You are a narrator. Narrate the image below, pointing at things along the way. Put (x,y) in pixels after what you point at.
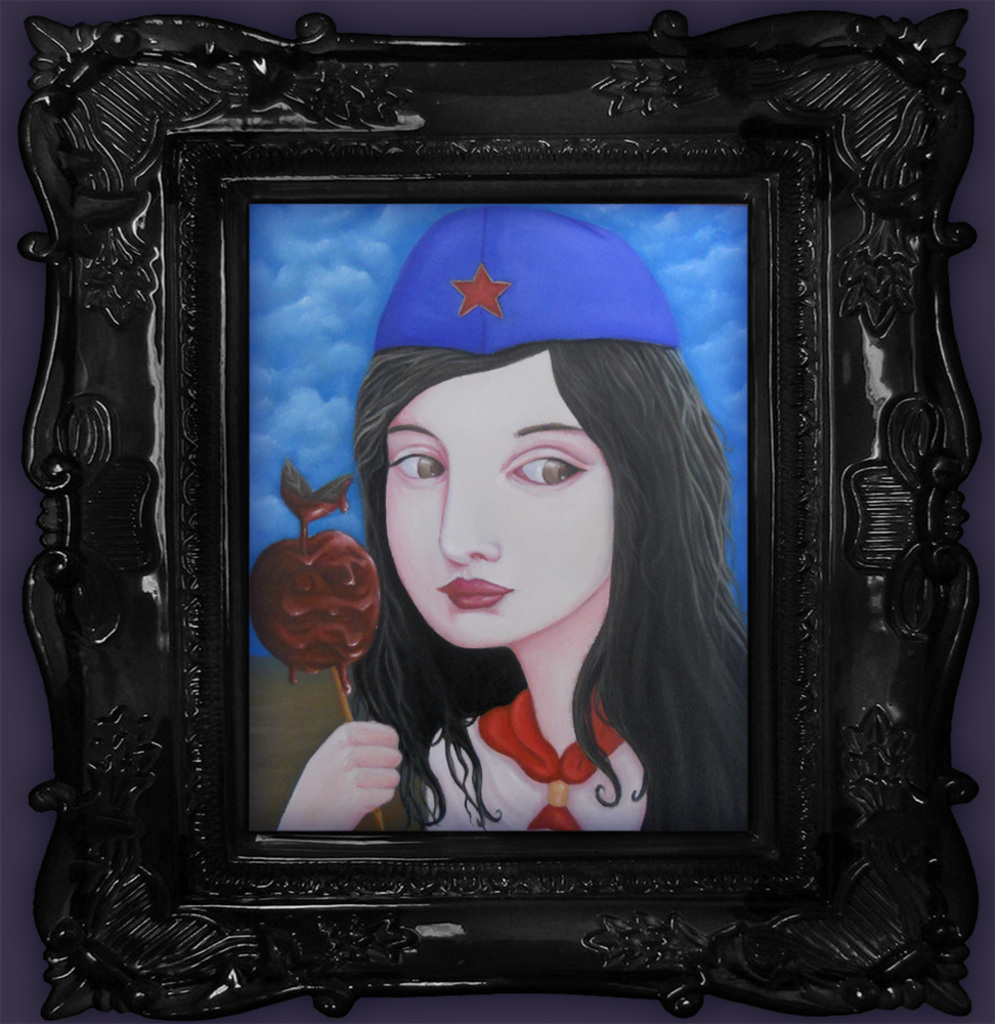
This image consists of a frame (226,528) in which we can see a painting (471,617) of a woman (382,521).
